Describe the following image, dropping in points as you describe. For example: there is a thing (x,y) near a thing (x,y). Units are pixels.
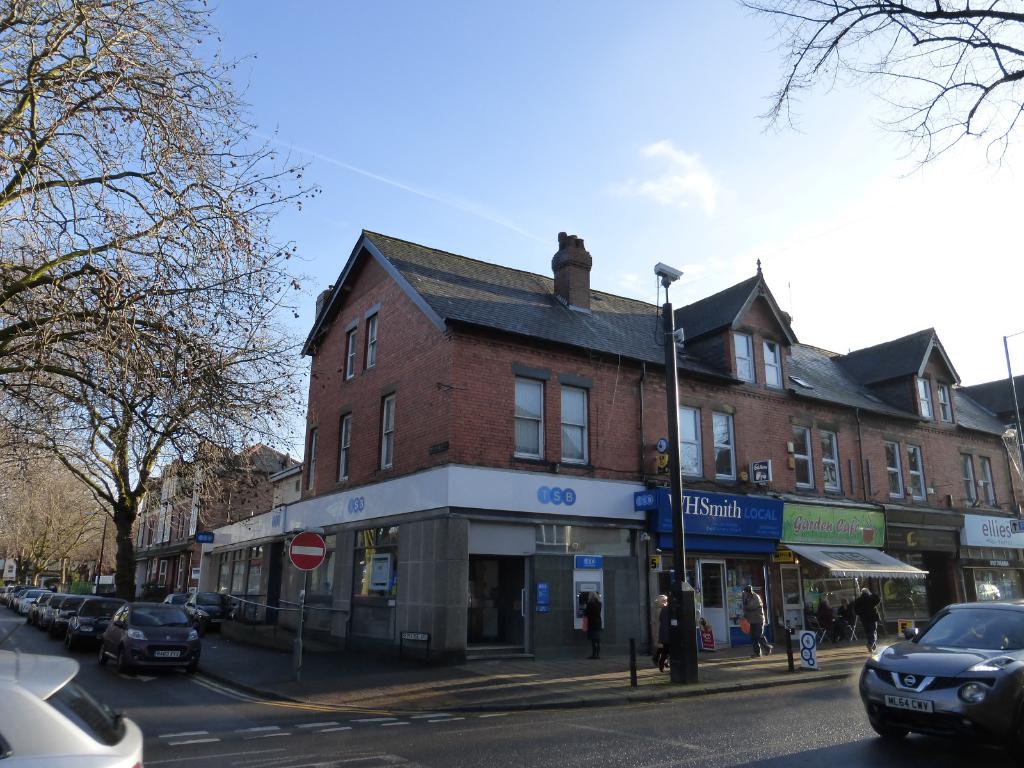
In this image I can able to see buildings (726,567), vehicles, poles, name boards (749,528), sign boards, dried trees (198,447) and in the background (440,207) there is sky (714,146).
